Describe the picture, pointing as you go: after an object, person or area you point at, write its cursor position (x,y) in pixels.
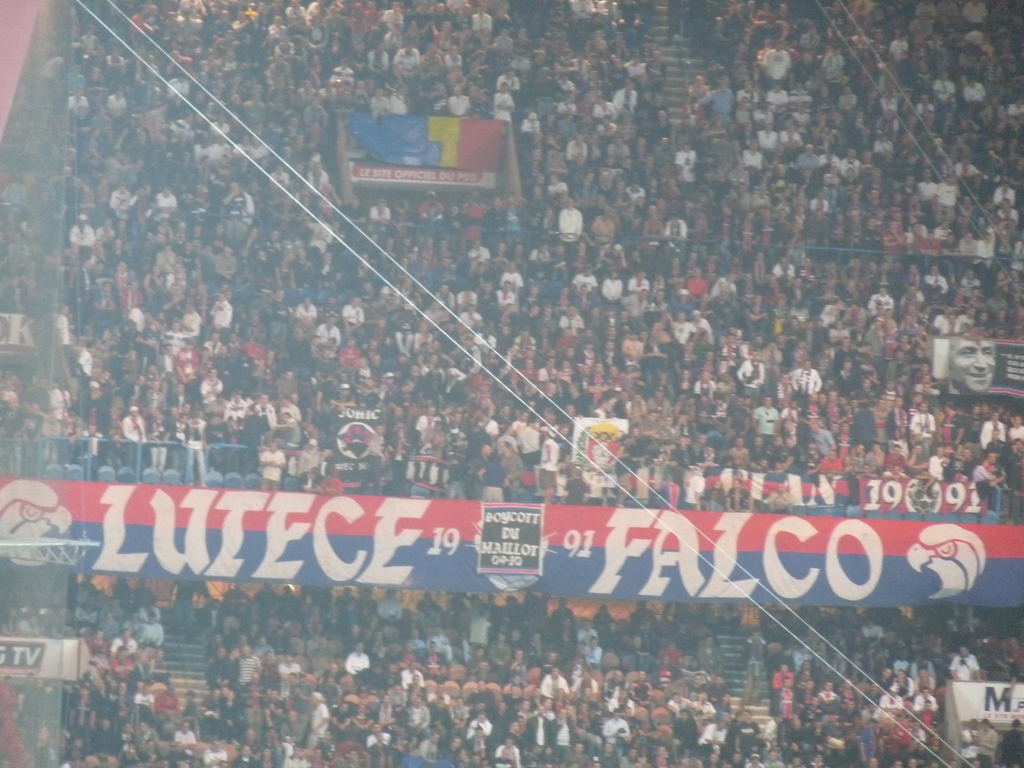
In this image, we can see a group of people (519,452). Few are sitting and standing. Here we can see few banners (574,433) and wires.
